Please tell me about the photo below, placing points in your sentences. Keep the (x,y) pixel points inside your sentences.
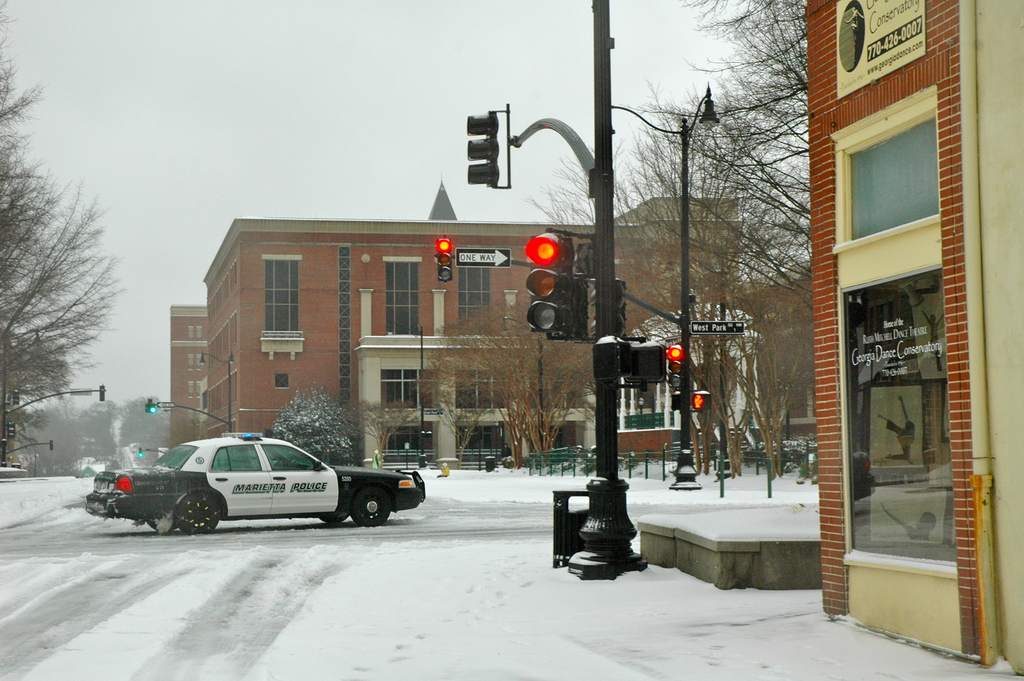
In this image, we can see traffic signals (574,307), poles (687,302), sign boards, trees (702,304), buildings (389,368), walls (334,359), glass windows (892,364) and few objects (571,525). Here we can see snow (443,571) and vehicle (165,486) on the road (271,521). Background (478,40) there is the sky (240,125).
